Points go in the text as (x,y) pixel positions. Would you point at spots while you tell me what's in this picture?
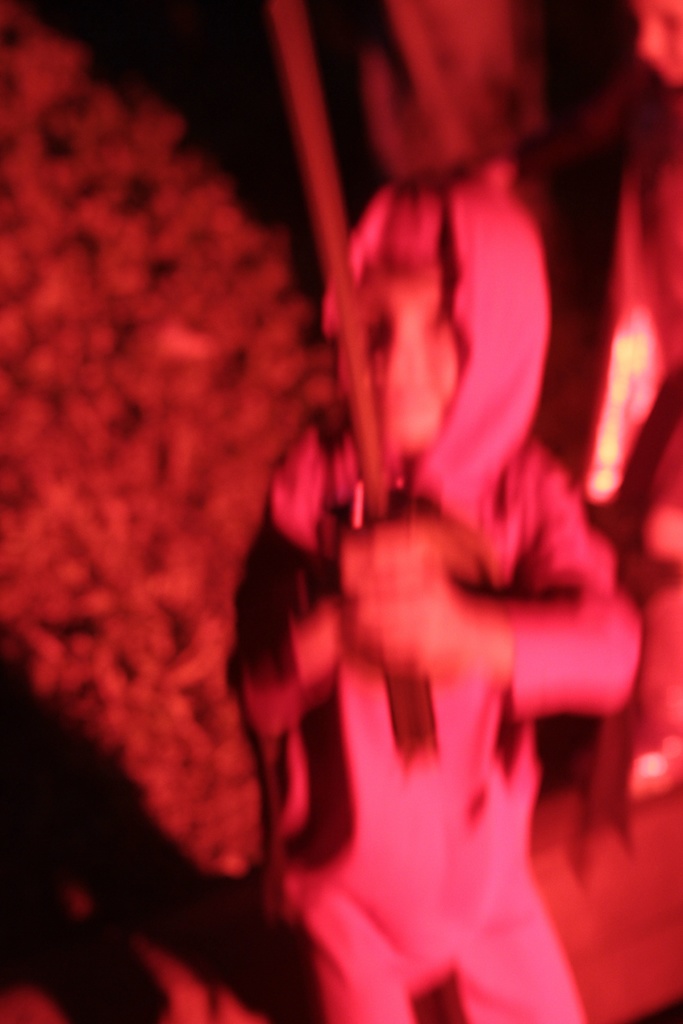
In this image there is a person (403,518) holding a stick (296,83). And at the background (119,320) there is a blur image.
